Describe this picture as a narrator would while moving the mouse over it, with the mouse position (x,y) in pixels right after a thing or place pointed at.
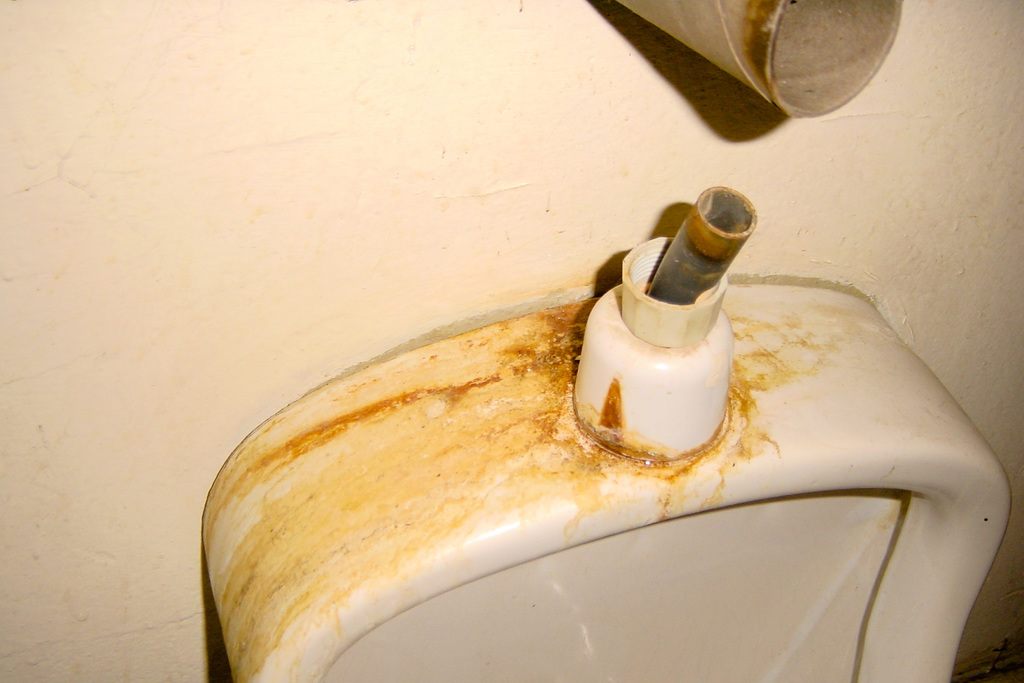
In this image we can see the wall (1023,389) and a urinal seat (832,381), on the wall (899,119) we can see an object (786,48).
